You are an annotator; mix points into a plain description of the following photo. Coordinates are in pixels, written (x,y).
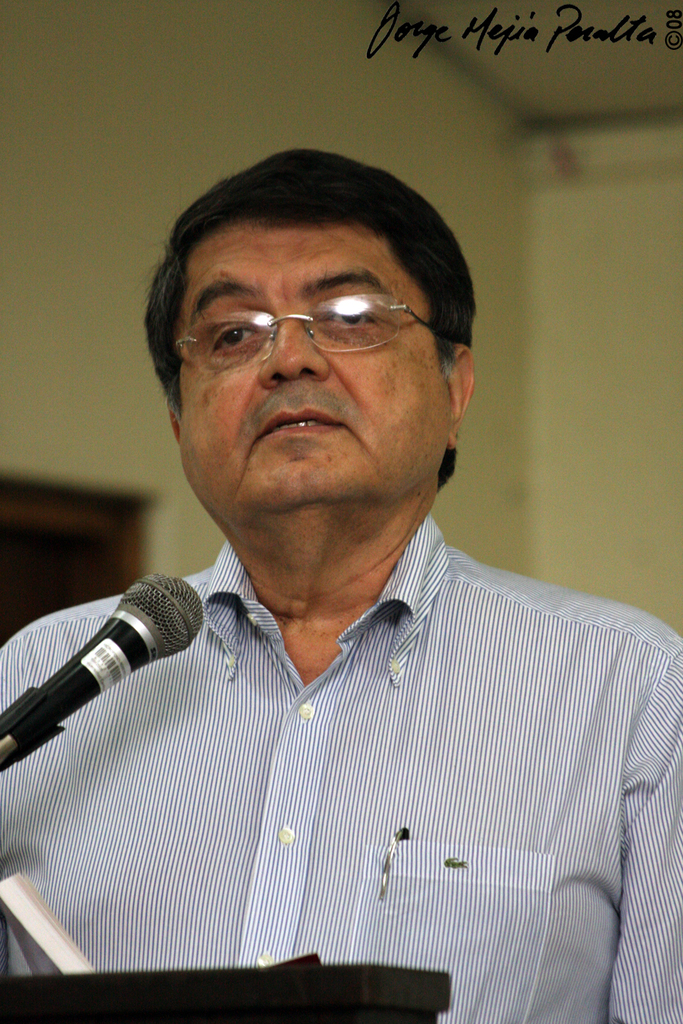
In this image, I can see the man (403,825) standing. This is the mike (80,660). The background (572,472) looks blurry. At the bottom of the image (299,990), I think this is an object (235,972). At the top right corner of the image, I can see the watermark (675,11).
